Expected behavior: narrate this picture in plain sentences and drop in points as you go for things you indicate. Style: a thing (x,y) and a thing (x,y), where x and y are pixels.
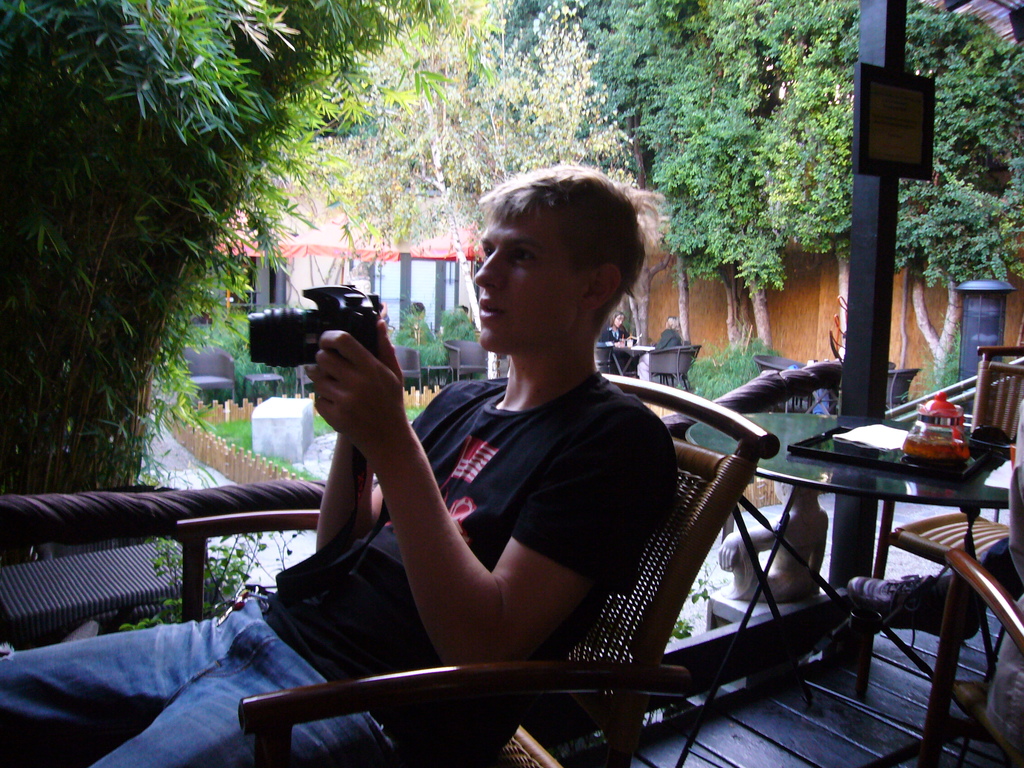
In this image a man (169,722) sitting on a chair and holding camera (329,302) in his hands (399,429), behind him there is a table (857,481), on that table (849,423) there is a plate (856,461), in the background (669,369) there is a chair (665,386) two persons (662,338) are sitting on chairs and there are trees (677,116).
